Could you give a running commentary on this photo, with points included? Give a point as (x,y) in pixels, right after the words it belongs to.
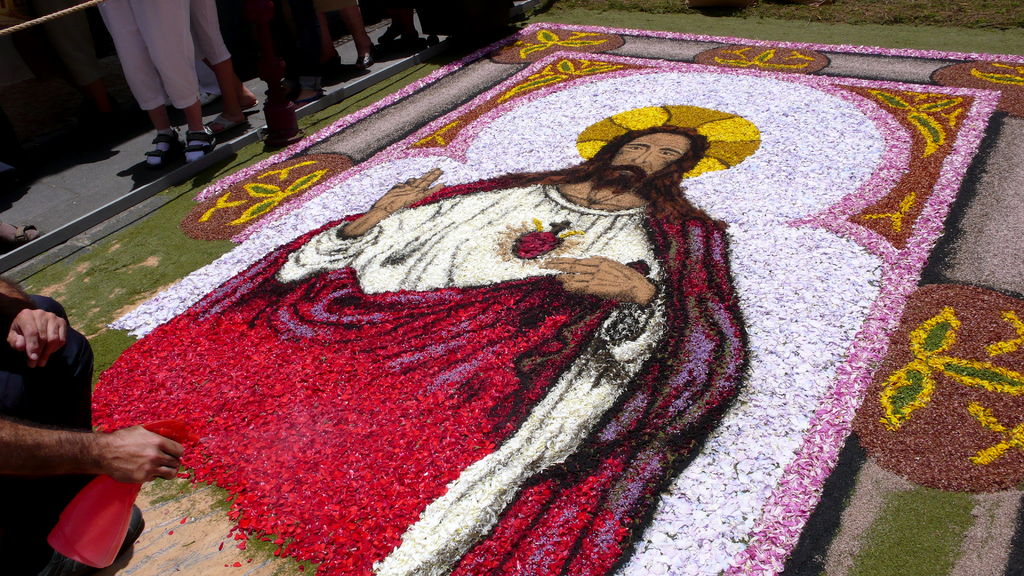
This image consists of a person (36,442) who is making a picture (449,382) of person (515,290) on the floor (97,310) with the help of flowers (506,350). To the left (231,68), there are many people (190,79) standing.
